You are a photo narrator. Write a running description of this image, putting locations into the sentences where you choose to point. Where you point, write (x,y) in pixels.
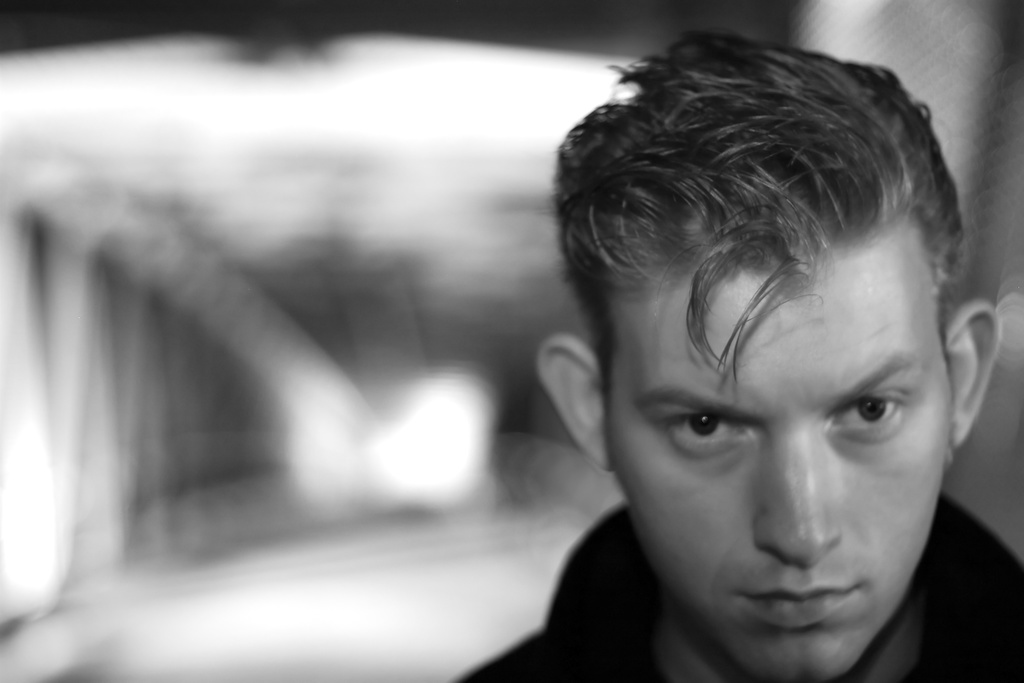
In this image we can see the face (913,389) of a man (920,462) and he is on the right side (887,350).
